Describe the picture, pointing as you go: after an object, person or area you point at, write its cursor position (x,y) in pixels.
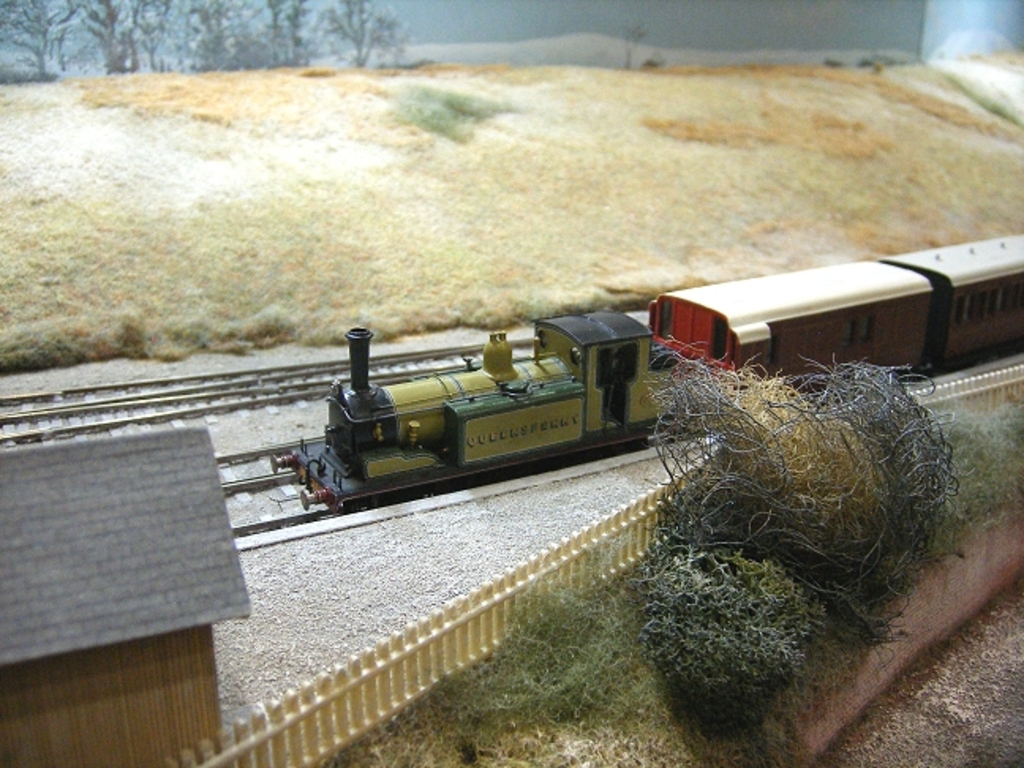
In this image there are toys (365,462). In the center (661,351) there is a toy train (403,433) moving on the tracks (254,483). Beside the train (560,424) there is a wooden fencing (554,562). Behind the fencing (409,664) there are plants (774,520) and grass (585,677) on the ground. In the bottom left (35,609) there is a toy house (130,571). On the other side of the train (410,448) there is a hill (497,118). In the background (358,35) there are trees (267,36).
